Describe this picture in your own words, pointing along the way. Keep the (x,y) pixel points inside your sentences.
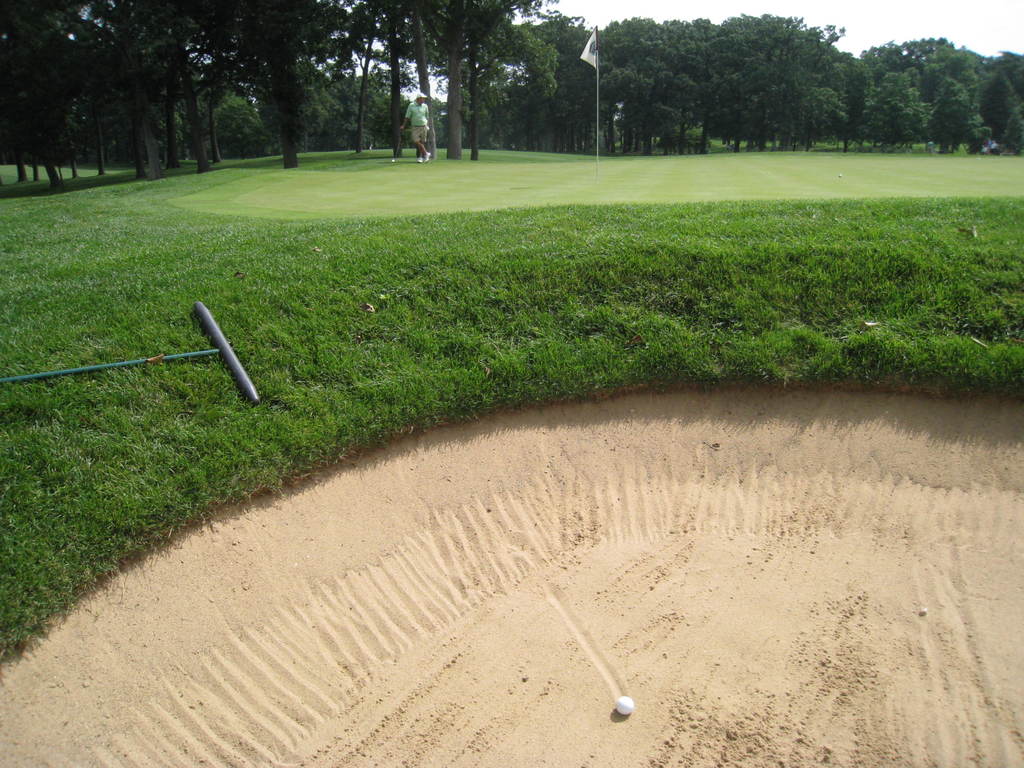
In the picture i can see golf ball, there is some grass (424,289), in the background of the picture (425,130) i can see a person (413,110) wearing green color T-shirt (421,117), white color cap (420,97) standing and holding golf stick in his hands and there are some trees (186,35), flag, clear sky (897,15).
